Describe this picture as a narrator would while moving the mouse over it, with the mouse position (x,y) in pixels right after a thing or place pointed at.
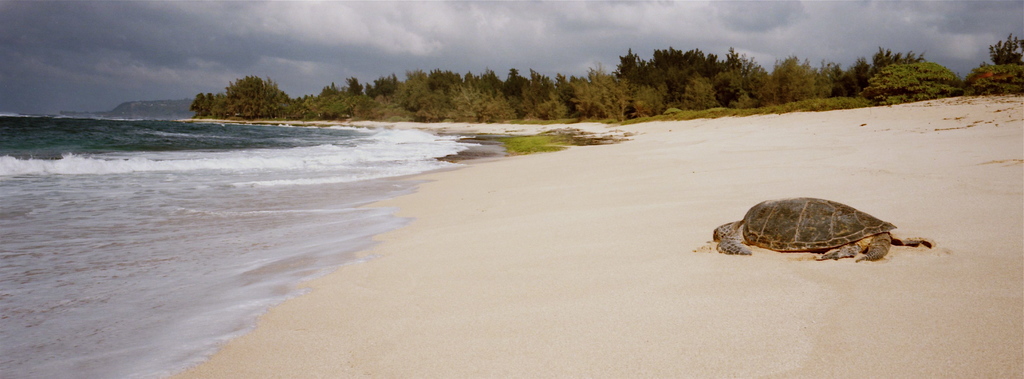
On the left side of the image (193,166) there is water (327,239). And on the right side of the image (783,234) on the seashore (885,204) there is a tortoise (754,229). In the background (616,110) there are trees (242,94). At the top of the image (372,36) there is sky (357,36) with clouds (243,62).
